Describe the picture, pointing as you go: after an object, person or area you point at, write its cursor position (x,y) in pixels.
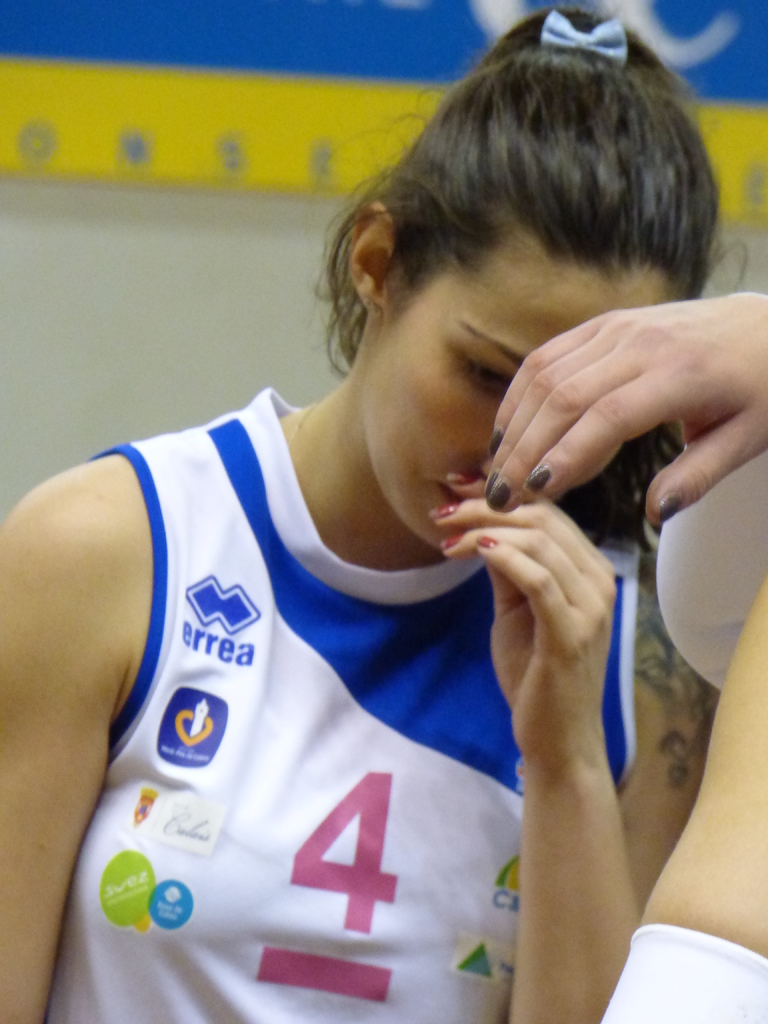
On the right side of the image (616,369), we can see a human hand (712,385) and body (720,929). Here we can see a woman (376,680) and tattoo (662,685) on her arm (670,698). Background (36,383) we can see the blur view. Here there is a banner (323,104).
